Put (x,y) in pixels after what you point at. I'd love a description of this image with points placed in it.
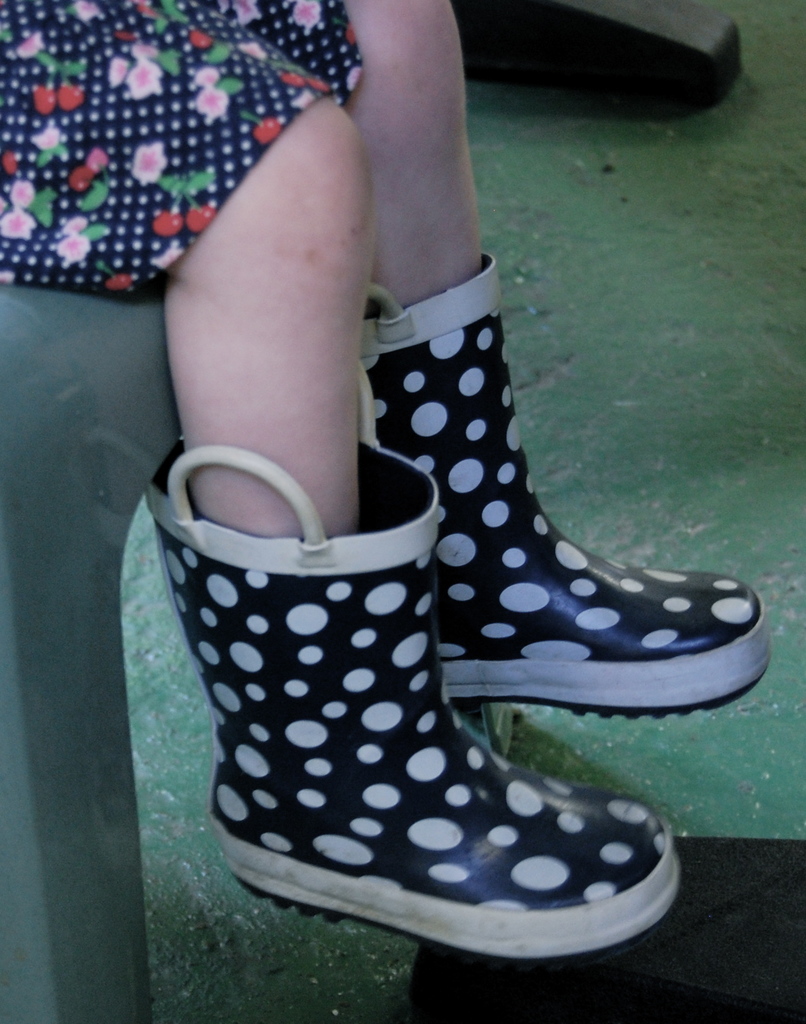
In this image we can see girls legs (274,312) wearing shoes (358,589) sitting on chair (57,912). At the bottom of the image (253,944) there is floor (635,496).
